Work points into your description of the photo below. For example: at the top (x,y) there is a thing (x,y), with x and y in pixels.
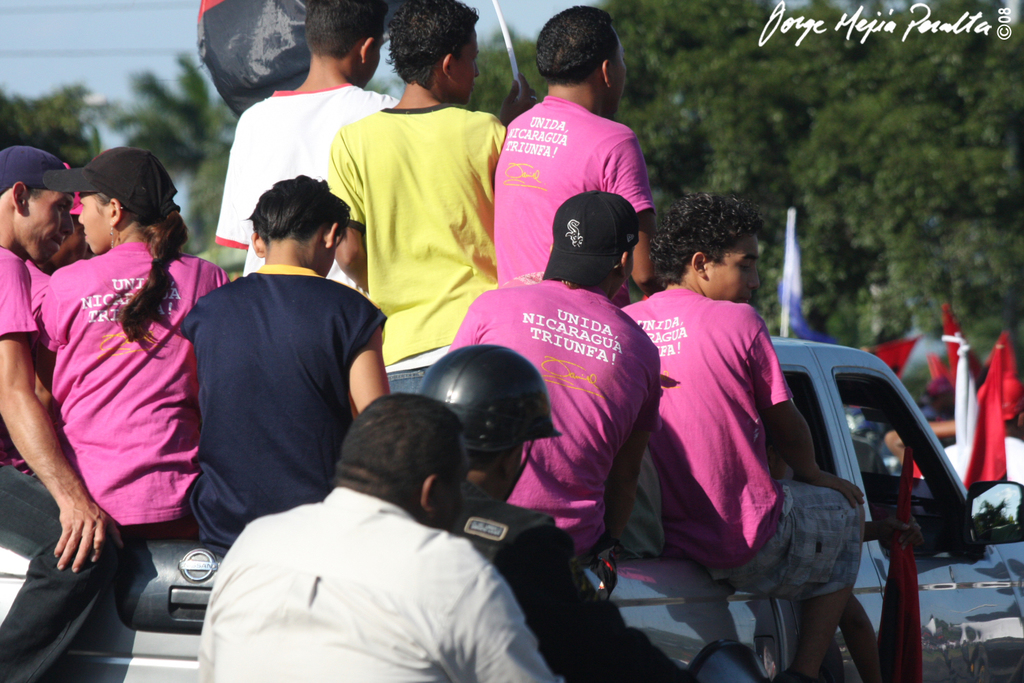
On the vehicle (659,591) people (424,281) are sitting. Many are wearing pink t-shirt (38,280). To the left corner (142,236) there are two persons (81,168) wearing caps (20,162). There are two persons (483,581) riding a bike (711,659). In the background (746,176) there are trees (811,142) and there red and white color flags (995,377).
